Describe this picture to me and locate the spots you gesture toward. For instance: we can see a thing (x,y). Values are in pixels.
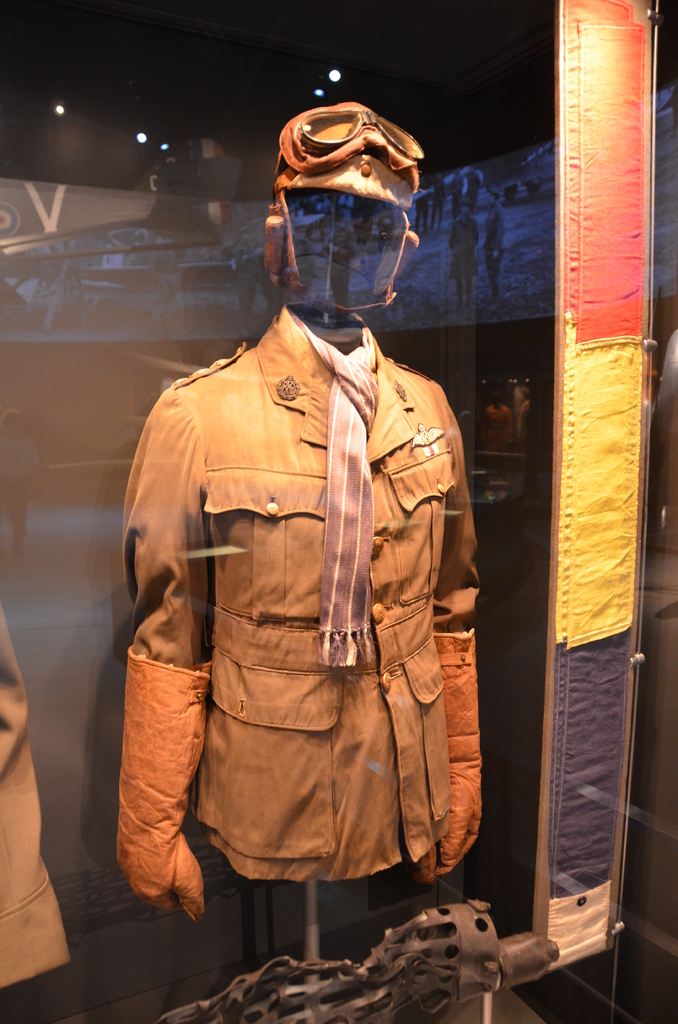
In front of the image there is a glass (1,421). Behind the glass (245,941) there is a stand (306,935) with jacket (390,617), scarf (327,655), gloves (181,680) and goggles (384,128). On the glass (136,214) there is reflection (451,269) of few objects (448,238).
